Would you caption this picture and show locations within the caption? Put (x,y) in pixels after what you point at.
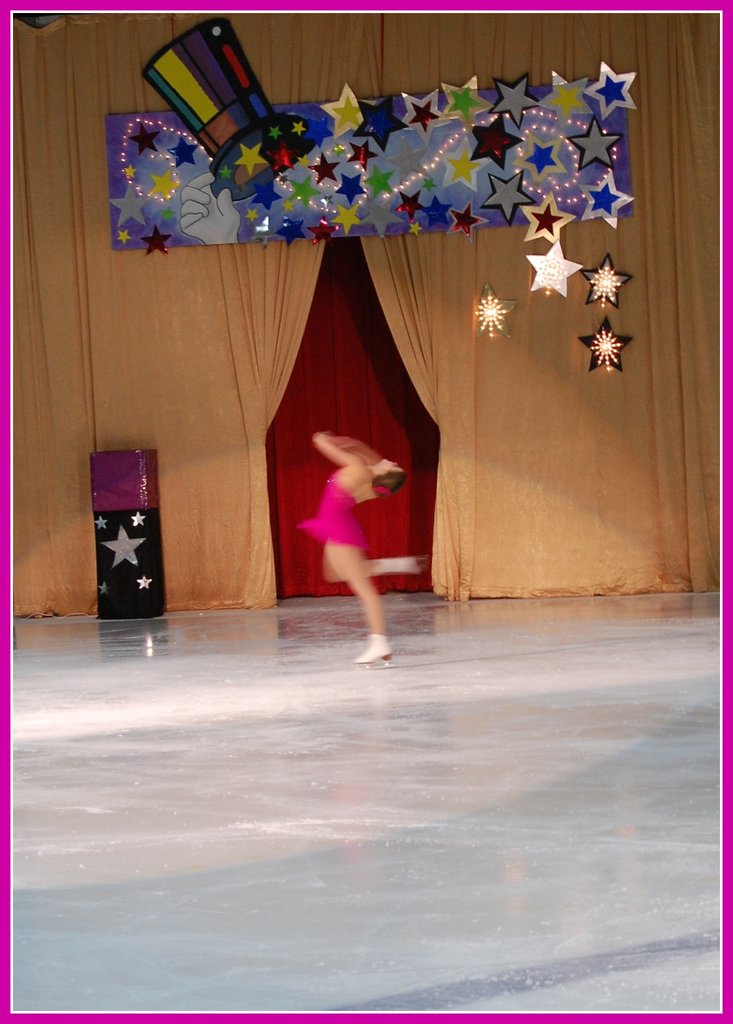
In this picture I can observe a girl (343,547) skating on the ice (323,641). In the background (188,388) I can observe cream color curtain (194,327).
